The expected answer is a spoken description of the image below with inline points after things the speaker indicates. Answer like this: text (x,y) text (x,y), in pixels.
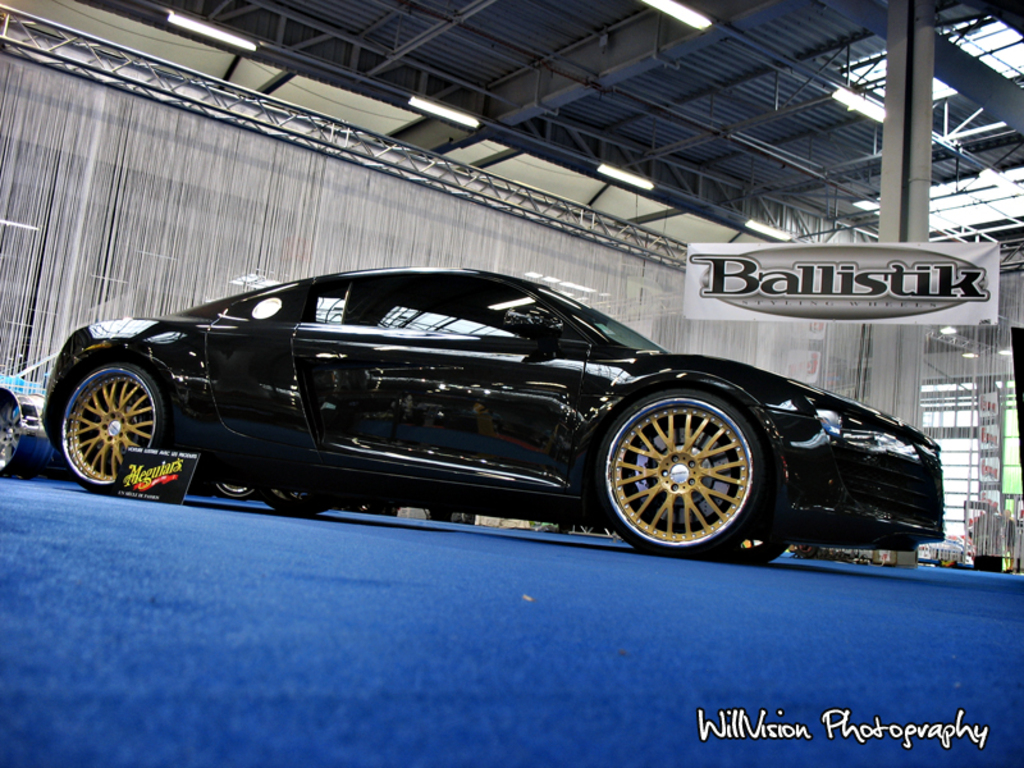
In this image I can see in the middle (400,501) there is a car (520,385) in black color, at the bottom (932,628) there is the blue color floor mat (538,666). On the right side (812,282) it looks like a board (886,273) in white color, at the top (769,234) there are lights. In the right hand side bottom there is the name (828,722).
